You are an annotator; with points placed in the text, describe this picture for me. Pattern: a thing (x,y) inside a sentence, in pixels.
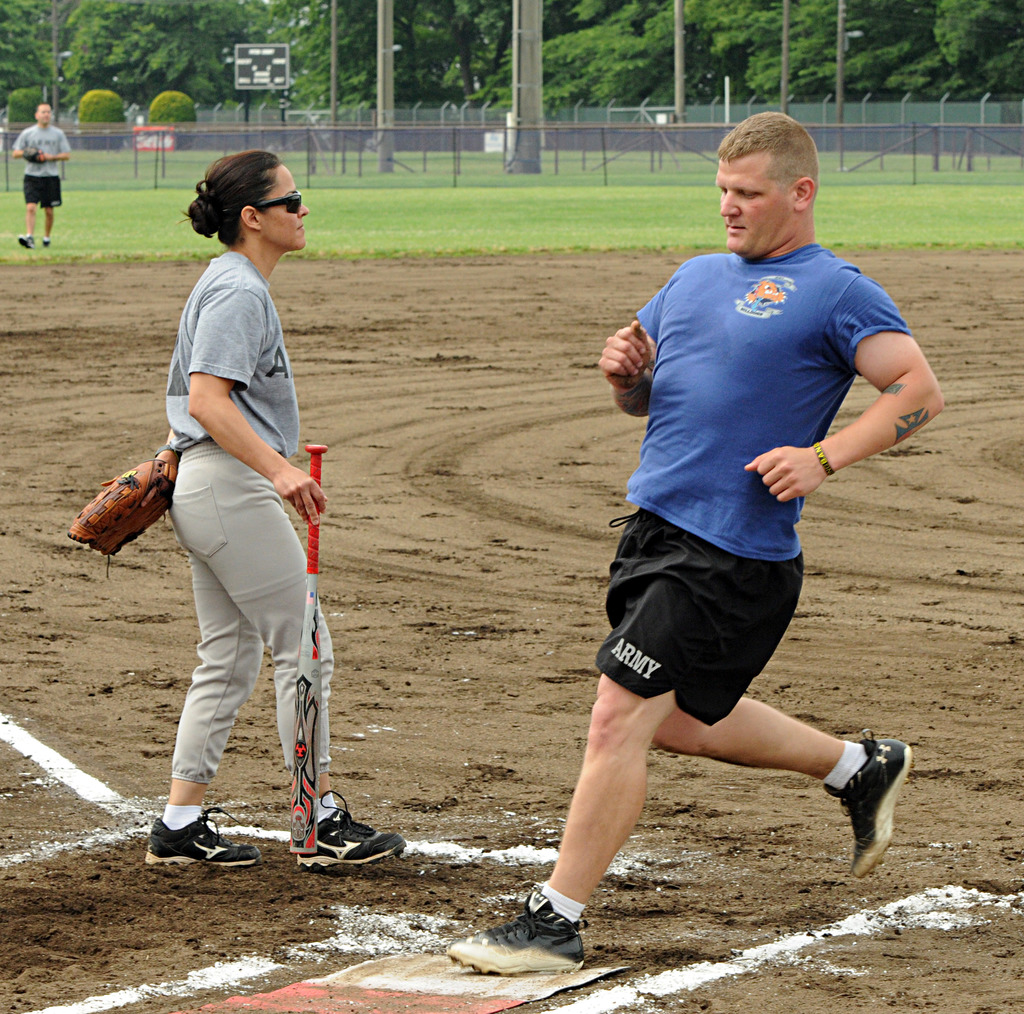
In this image we can see this person (660,530) wearing blue T-shirt (764,526), socks (853,772) and shoes (518,935) is running on the ground (607,953). Here we can see a woman (182,508) wearing glasses (293,203), glove (163,512), shoes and socks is holding a baseball bat (299,729) in her hand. In the background (94,97), we can see another person (40,178) walking on the grass (431,207), fence (403,114), board (257,78), shrubs (164,111), poles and trees (558,15).
